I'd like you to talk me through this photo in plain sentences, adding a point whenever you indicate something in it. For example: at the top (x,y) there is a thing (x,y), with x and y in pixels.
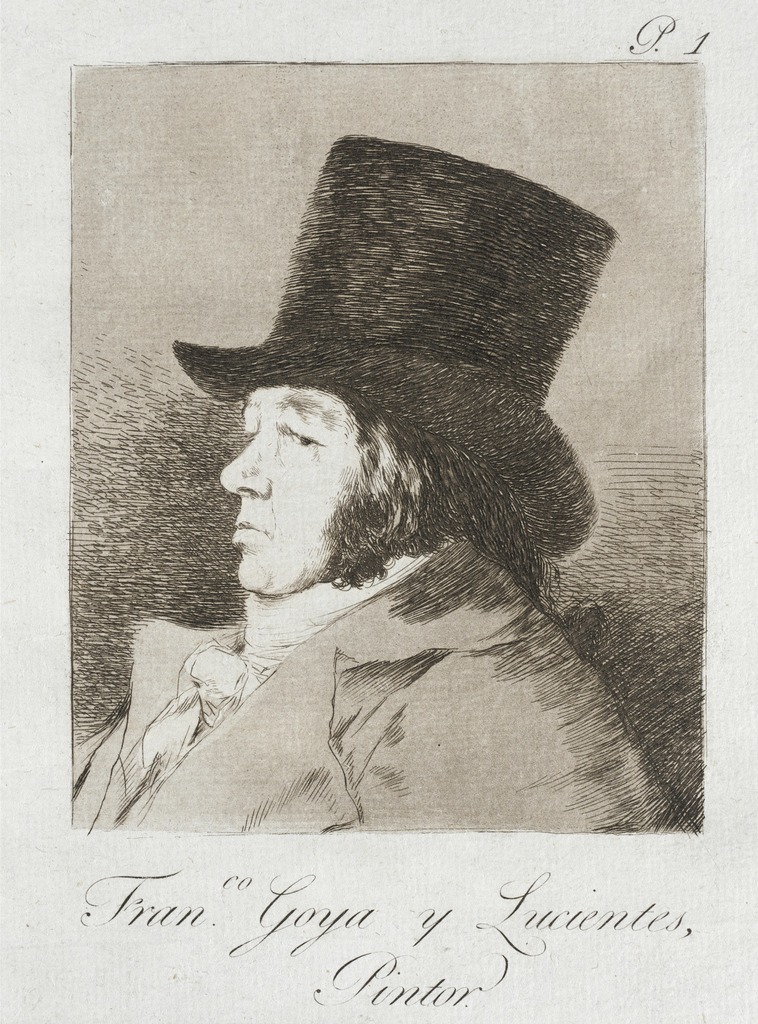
Here in this image we can see a picture of a person (172,609) printed on a paper (425,486) and below that we can see some text (387,925) present.
